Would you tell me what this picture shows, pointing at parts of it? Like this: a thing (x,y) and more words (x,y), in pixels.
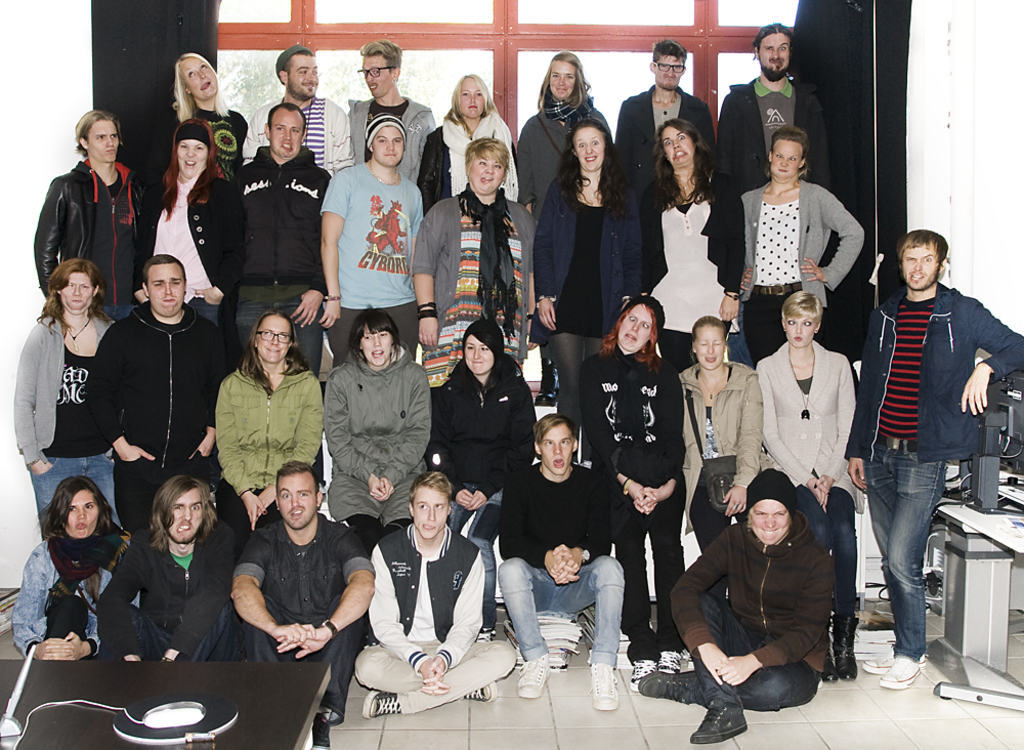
In the image I can see the group of people (458,314) are wearing different color dresses (288,270). I can see few objects (966,496) on the tables (990,521). Back I can see trees (267,87) and the window (263,75).
